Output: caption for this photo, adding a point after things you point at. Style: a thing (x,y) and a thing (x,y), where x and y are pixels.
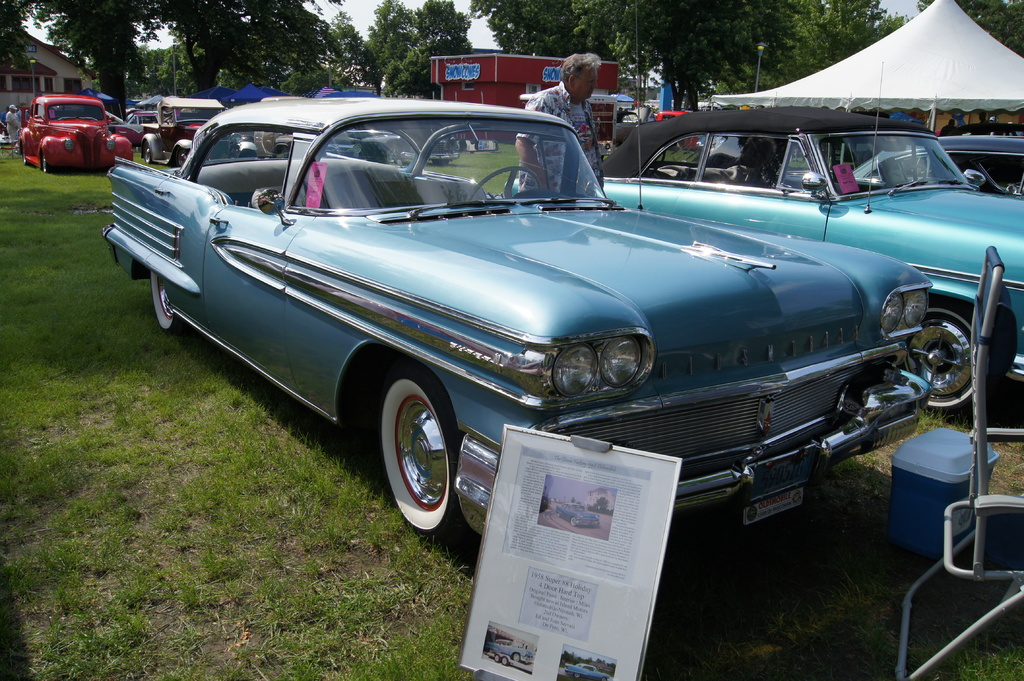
In the foreground of the image (492,176) there are cars (552,363). There is a person (576,165). At the bottom of the image (263,541) there is grass (130,576). There is a board (516,461) with some paper (511,657) on it. In the background of the image (823,45) there are trees (182,37), house (53,64), cars (180,107), stalls (371,94). To the right side of the image (885,39) there is a white color tent (895,68).
